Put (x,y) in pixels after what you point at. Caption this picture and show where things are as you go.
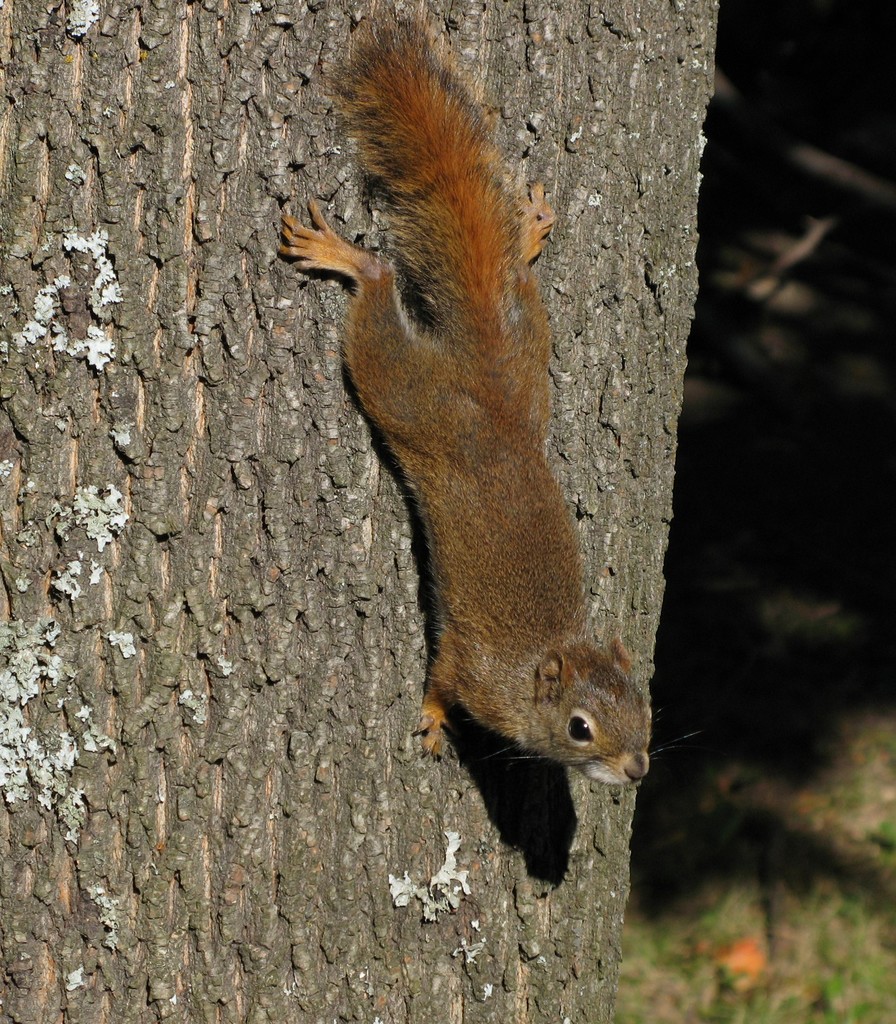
In the foreground (417,311) I can see a squirrel (496,555) on a tree trunk (392,734). In the background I can see grass (709,1020). This image is taken may be in the forest (706,596).
